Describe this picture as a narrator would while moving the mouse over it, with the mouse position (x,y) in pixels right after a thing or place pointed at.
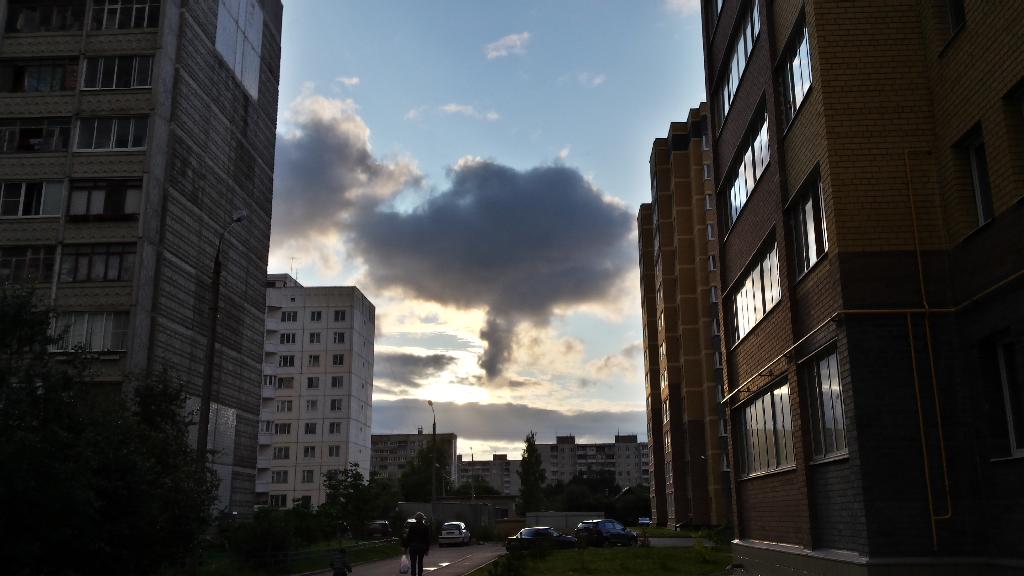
In this image we can see a few buildings (354,367), there are some trees (438,459), vehicles (462,543), persons (410,537) and grass (552,559), in the background (460,283), we can see the sky (431,180) with clouds (413,184).
